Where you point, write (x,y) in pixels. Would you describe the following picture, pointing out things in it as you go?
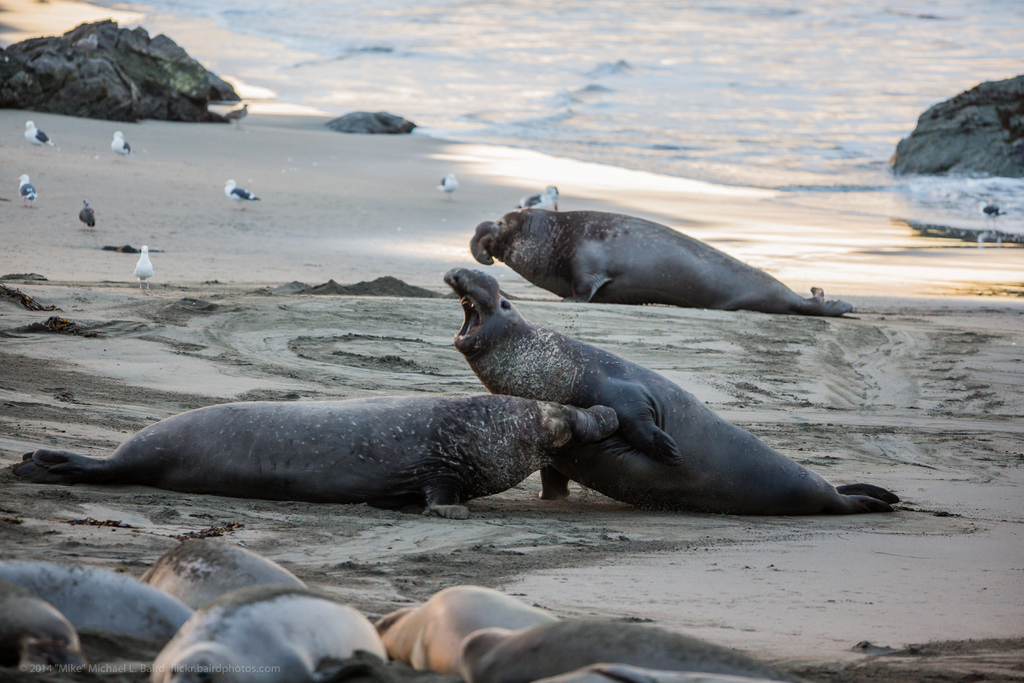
In this image, I can see a group of elephant seals (591,457) on the sand (644,360). These are the birds (39,135). I can see the rocks (1019,172). This looks like a seashore (723,203). In the background (793,86), I think these are the water (940,83).
